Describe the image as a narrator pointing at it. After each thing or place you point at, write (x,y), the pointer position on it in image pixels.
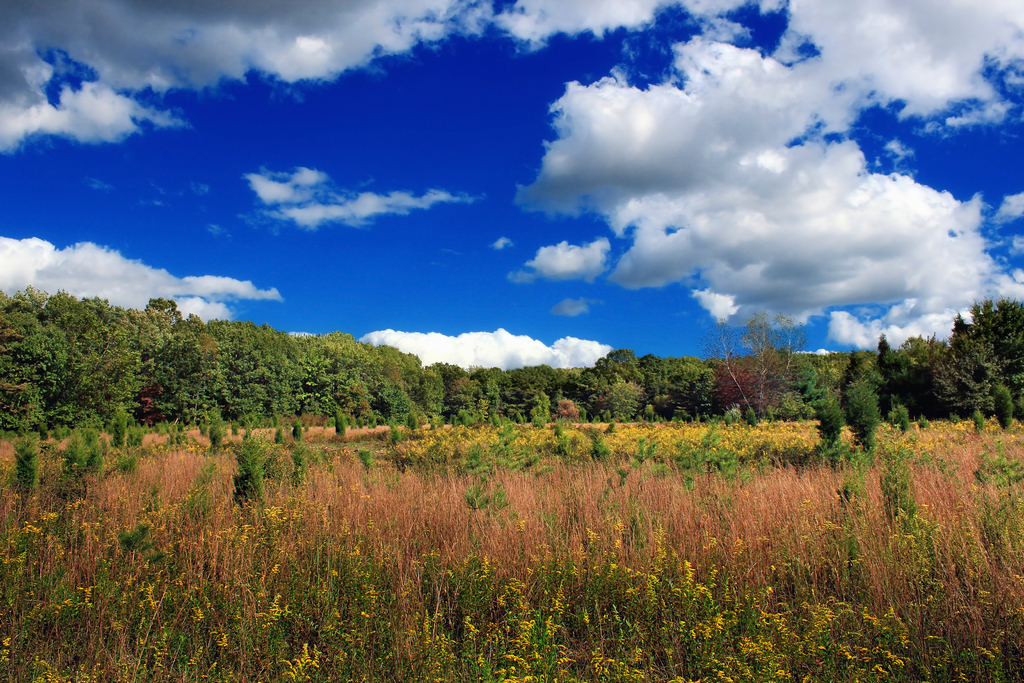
In this image, we can see some trees (339,414) and plants (613,520). There are clouds (159,31) in the sky (324,222).
